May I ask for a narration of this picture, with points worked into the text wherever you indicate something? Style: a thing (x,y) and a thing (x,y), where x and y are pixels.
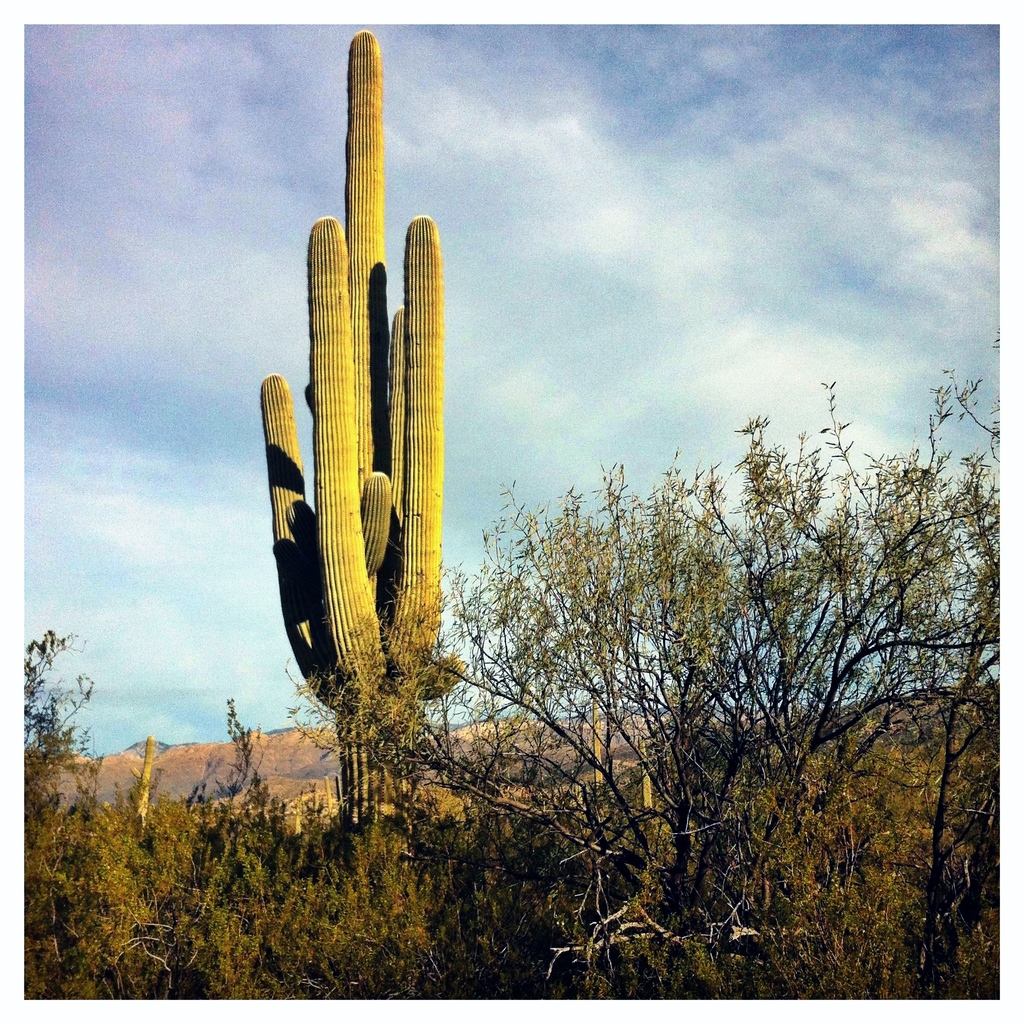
In this picture we can see trees (522,879) in the front (296,879), there is a cactus tree (364,529) in the middle (350,404), we can see the sky (779,95) and clouds (787,95) at the top of the picture (734,136).
